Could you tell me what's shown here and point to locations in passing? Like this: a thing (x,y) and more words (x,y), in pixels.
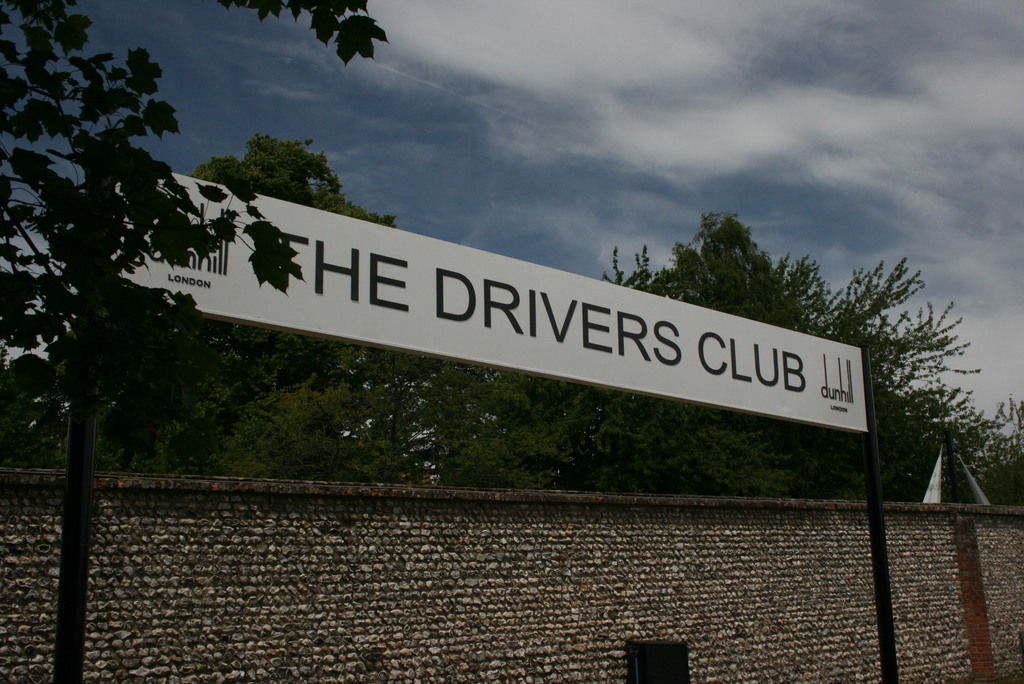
In this image there is a wall (403,590). In front of the wall (409,566) there is a board (669,356) to the poles (874,541). There is text (484,319) on the board (467,302). Behind the wall (451,587) there are trees (731,429). At the top (700,95) there is the sky (680,104).
